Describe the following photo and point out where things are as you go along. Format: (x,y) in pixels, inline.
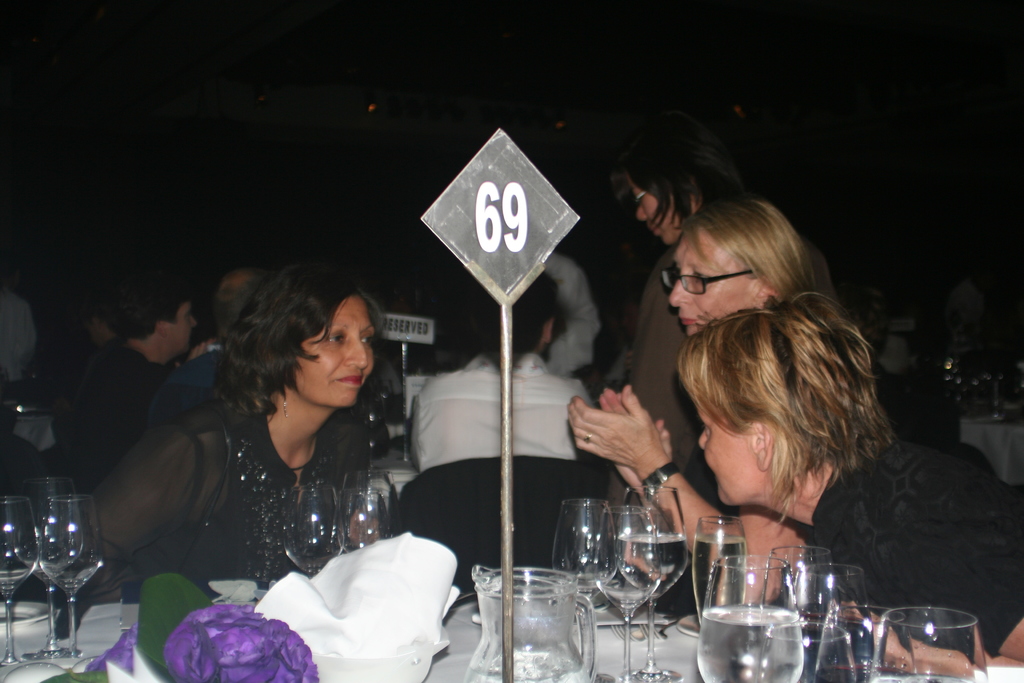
In this picture I can see there are few women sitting at the table (455,618) and there are few men (444,446) sitting at the table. There are glasses (655,543) on the table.
